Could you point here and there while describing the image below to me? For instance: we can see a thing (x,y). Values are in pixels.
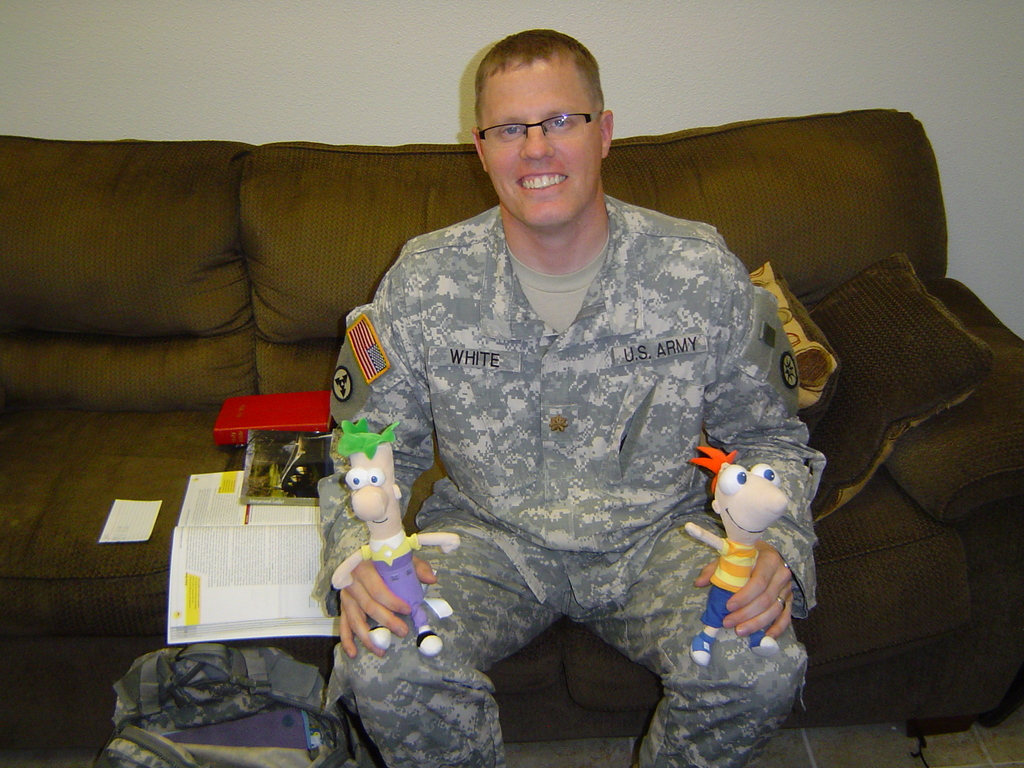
In this image we can see a man (549,445) wearing military uniform (571,333) and glasses (505,135) and holding the toys (439,545) and sitting on the sofa (50,508). On the sofa (990,419) we can see the cushions (824,387), books (294,464) and also paper (136,508). We can also see a bag (167,717) which is on the floor (618,744). Wall (984,253) is also visible.
